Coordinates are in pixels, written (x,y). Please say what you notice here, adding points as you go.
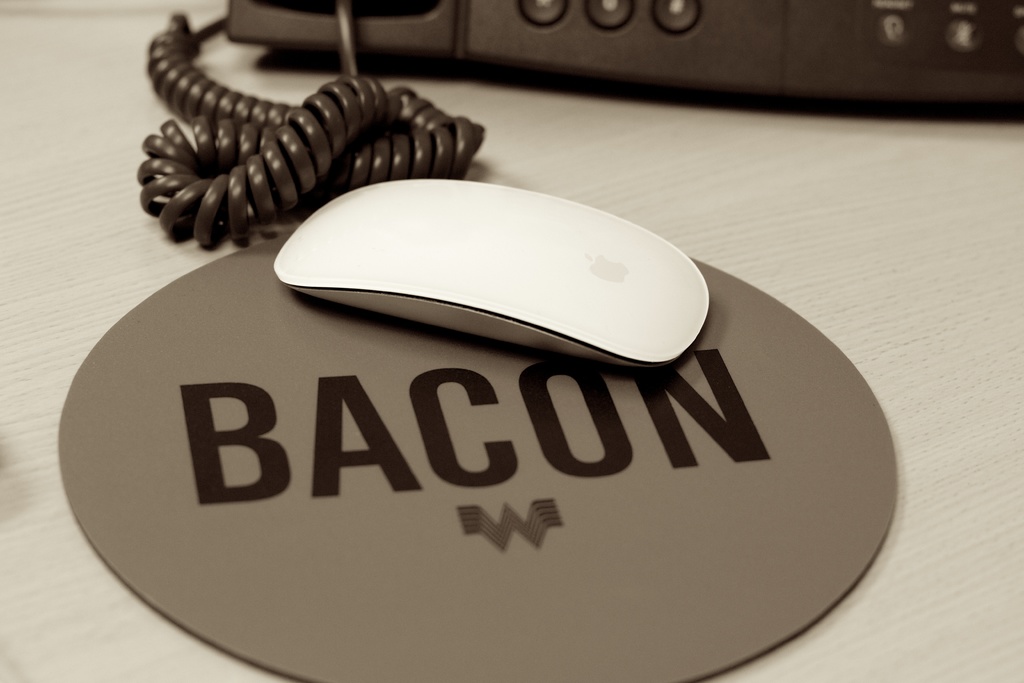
This is the picture of a place where we have a mouse (571,260) which is in white color and behind there is a telephone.
